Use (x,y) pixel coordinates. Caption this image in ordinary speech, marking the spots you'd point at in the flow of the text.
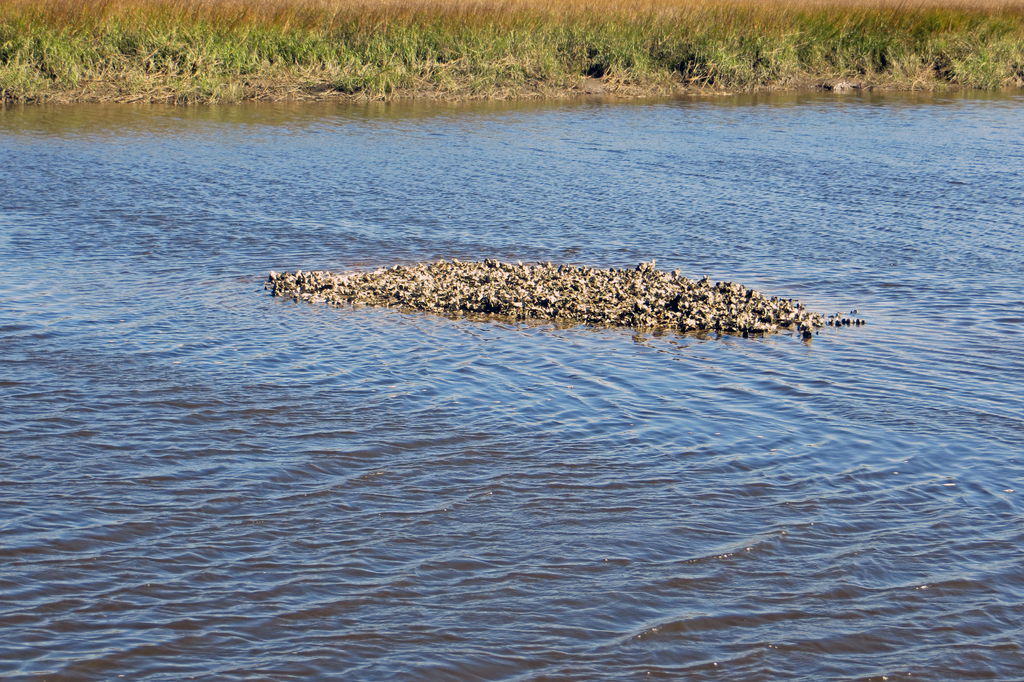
In this image we can see some oysters (673,303) in the water (350,370), also we can see the grass (488,23).
